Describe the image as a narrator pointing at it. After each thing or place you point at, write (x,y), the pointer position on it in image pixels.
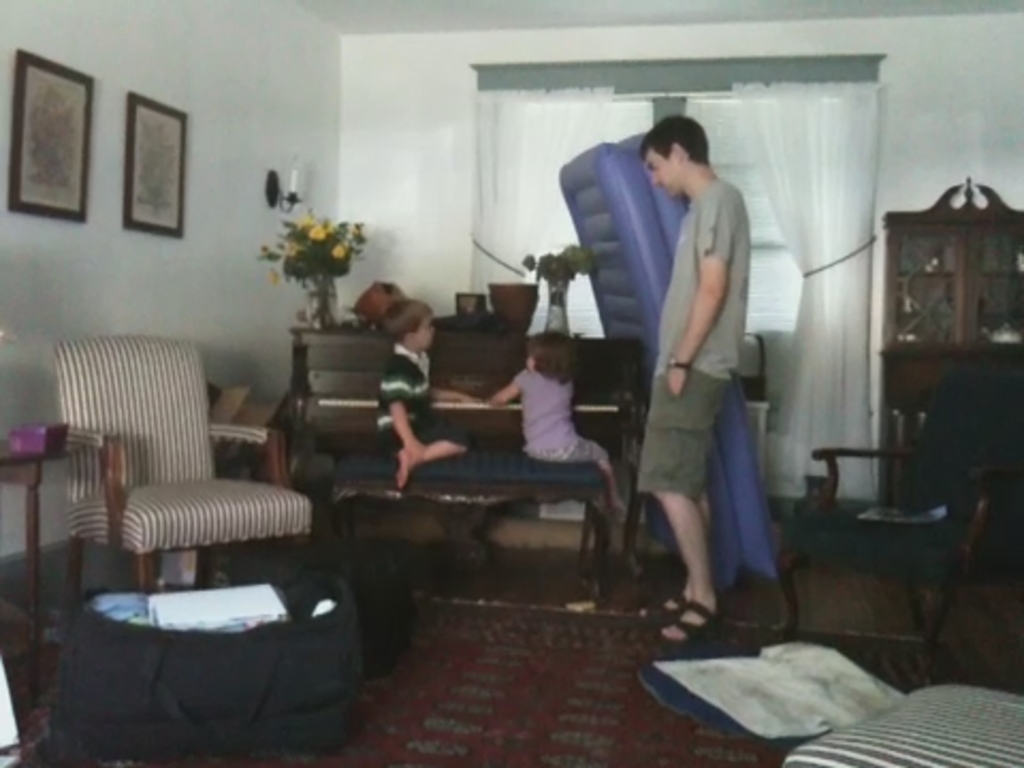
A boy (426,401) and a girl (553,351) are playing with a piano (435,406). A man (662,464) is standing beside them.
